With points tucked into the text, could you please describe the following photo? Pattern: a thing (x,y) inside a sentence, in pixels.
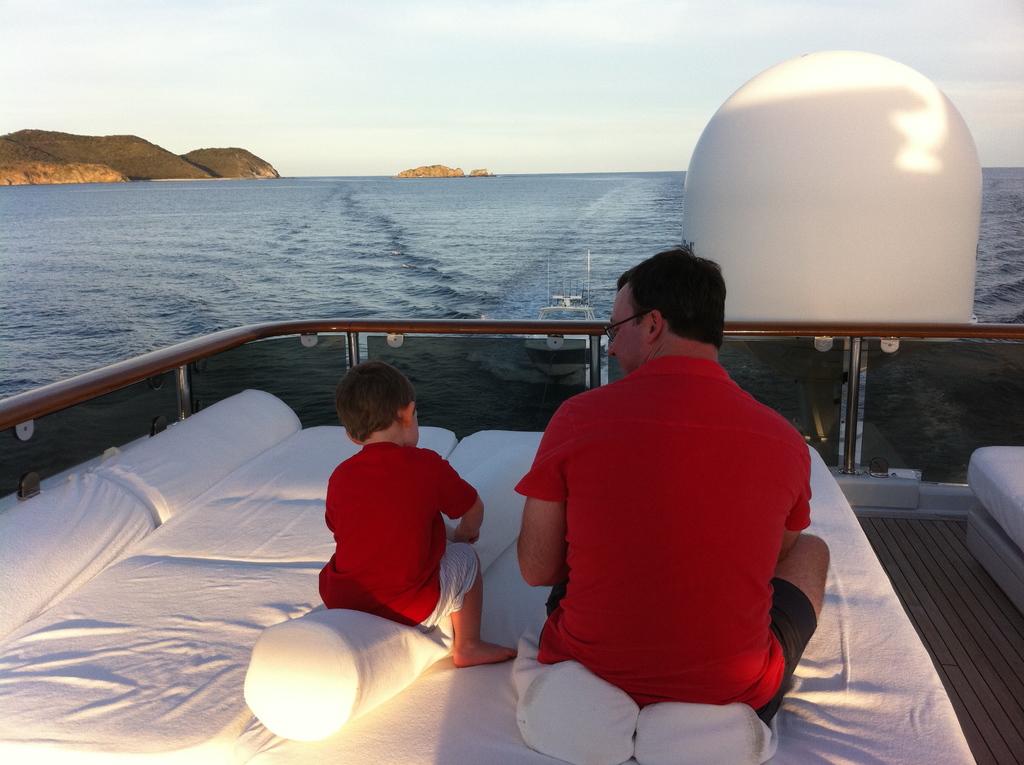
In this image I can see a person (647,515) wearing red t shirt (675,522), black short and a child (401,551) wearing red t shirt (392,514) and white short (467,560) are sitting on pillows (383,622) on the bed (192,633) which is white in color. I can see they are on the boat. In the background (326,381) I can see the water (240,287), few mountains (20,134) and the sky (380,112).
